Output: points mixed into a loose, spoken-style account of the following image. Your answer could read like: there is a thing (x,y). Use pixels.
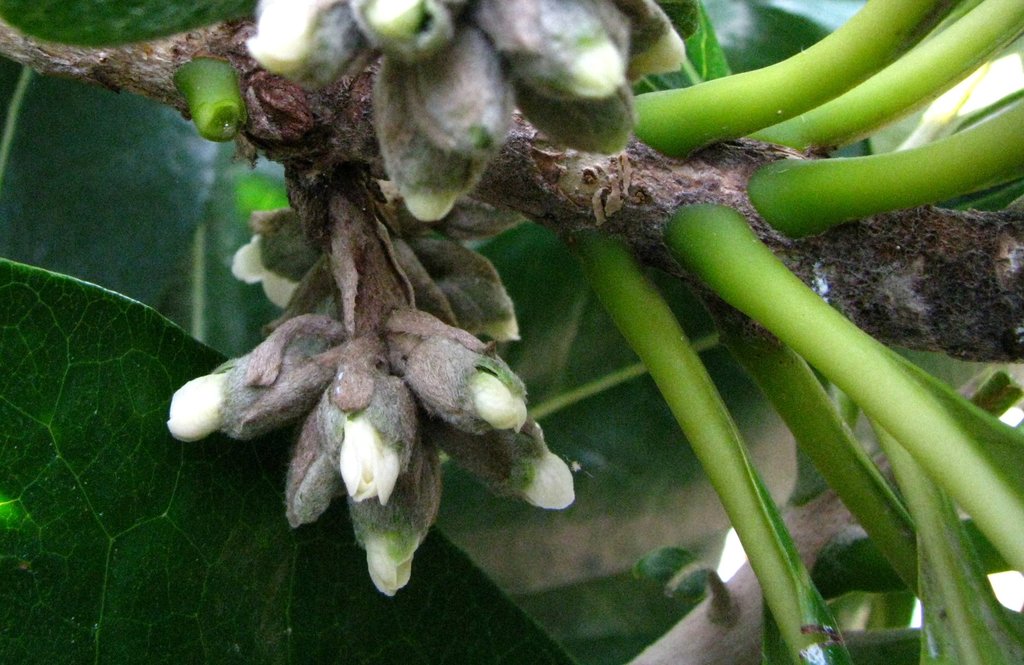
In this picture we can see flowers (357,536) and in the background (618,342) we can see leaves (102,108).
